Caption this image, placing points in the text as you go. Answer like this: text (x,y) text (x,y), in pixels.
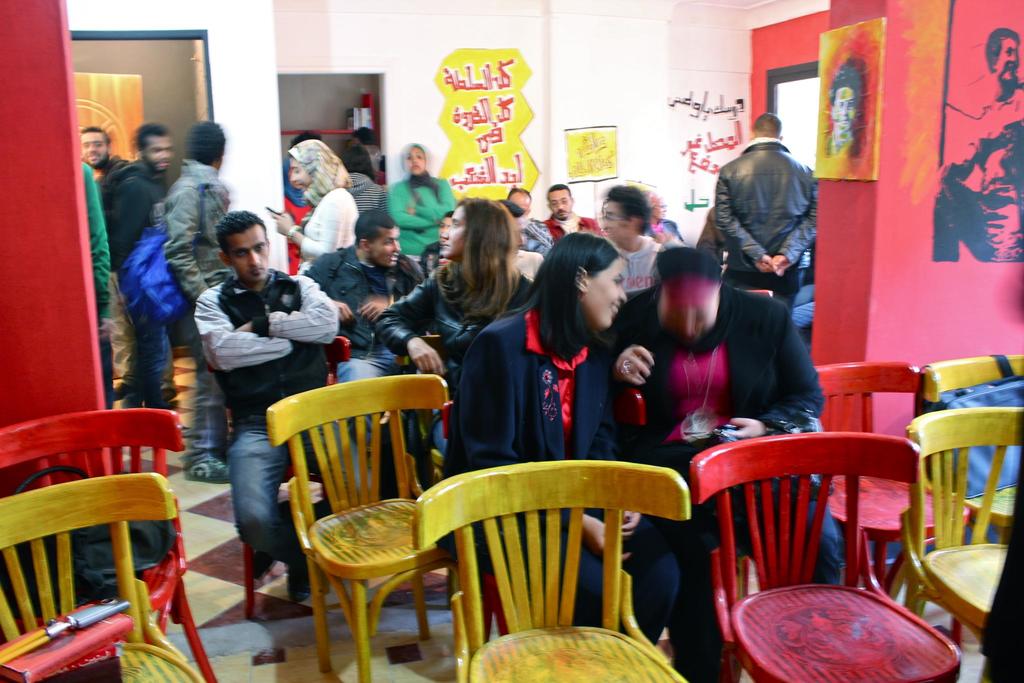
In this picture we can see some persons (485,387) are sitting on the chairs (391,550). This is floor (236,574) and there is a wall (662,87). On the wall (985,163) there is a frame (870,121). Even we can see some persons (148,160) are standing on the floor (201,530).
